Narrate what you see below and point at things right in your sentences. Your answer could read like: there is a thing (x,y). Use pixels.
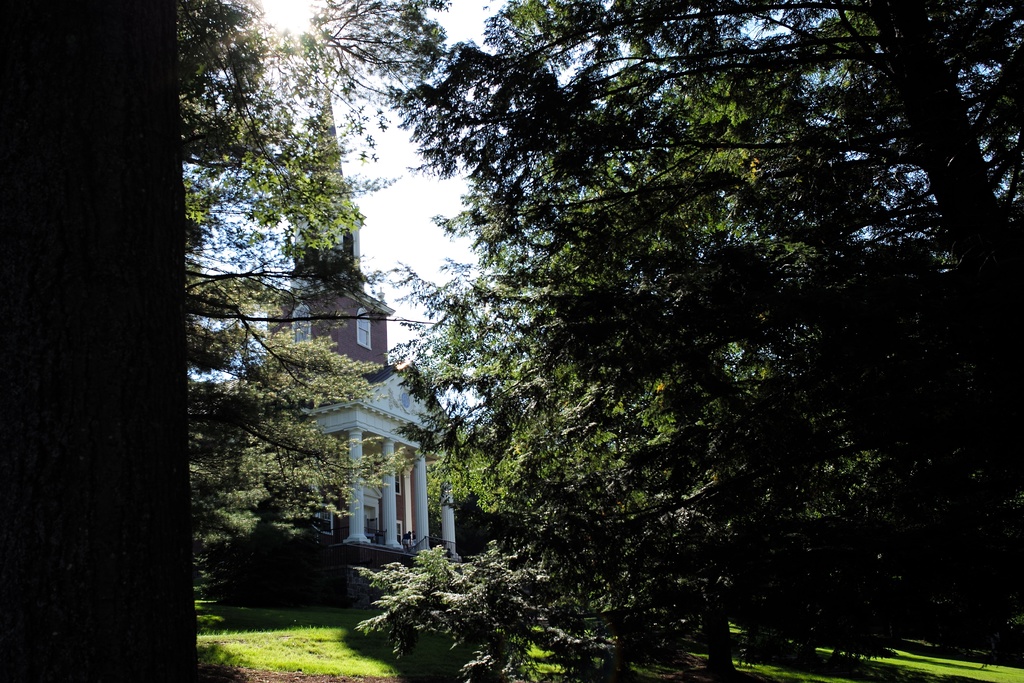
In this image we can see trees (75,317), grass (312,637), a building (346,548), sun (289,21) and the sky (339,80) in the background (294,6).
